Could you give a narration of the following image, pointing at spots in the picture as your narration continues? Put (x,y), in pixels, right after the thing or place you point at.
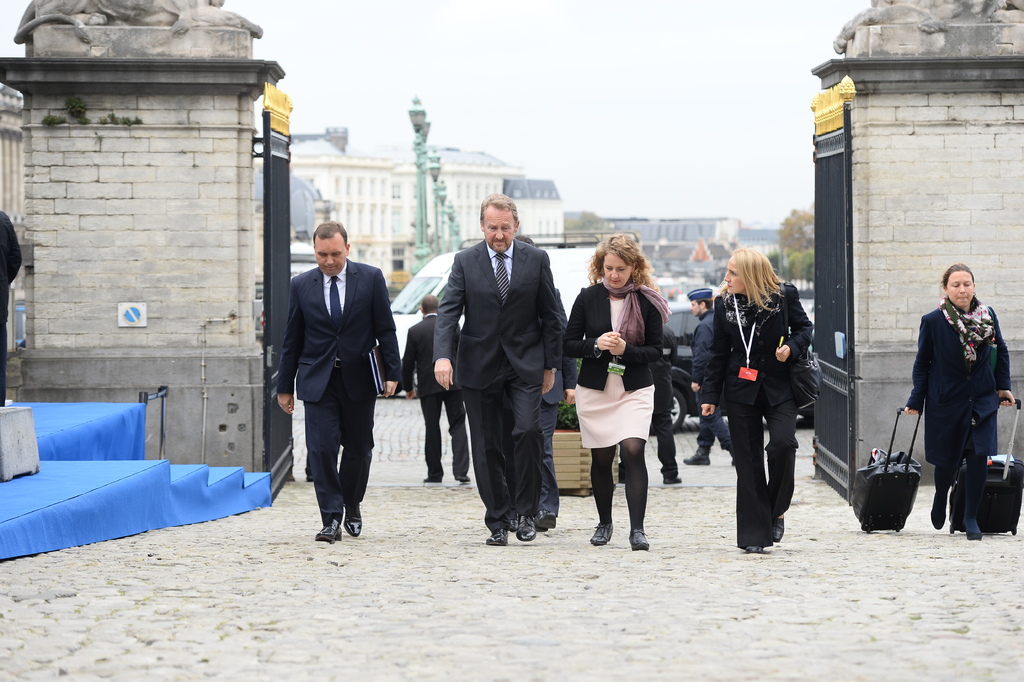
There are group of employees (504,381) walking into the area (530,543), behind them there is a gate (283,130) and outside the gate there are many vehicles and buildings (482,177). Beside the employees (623,384) in the right (957,383) side, a woman (972,405) is carrying two luggage bags (1003,477) with her hand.
